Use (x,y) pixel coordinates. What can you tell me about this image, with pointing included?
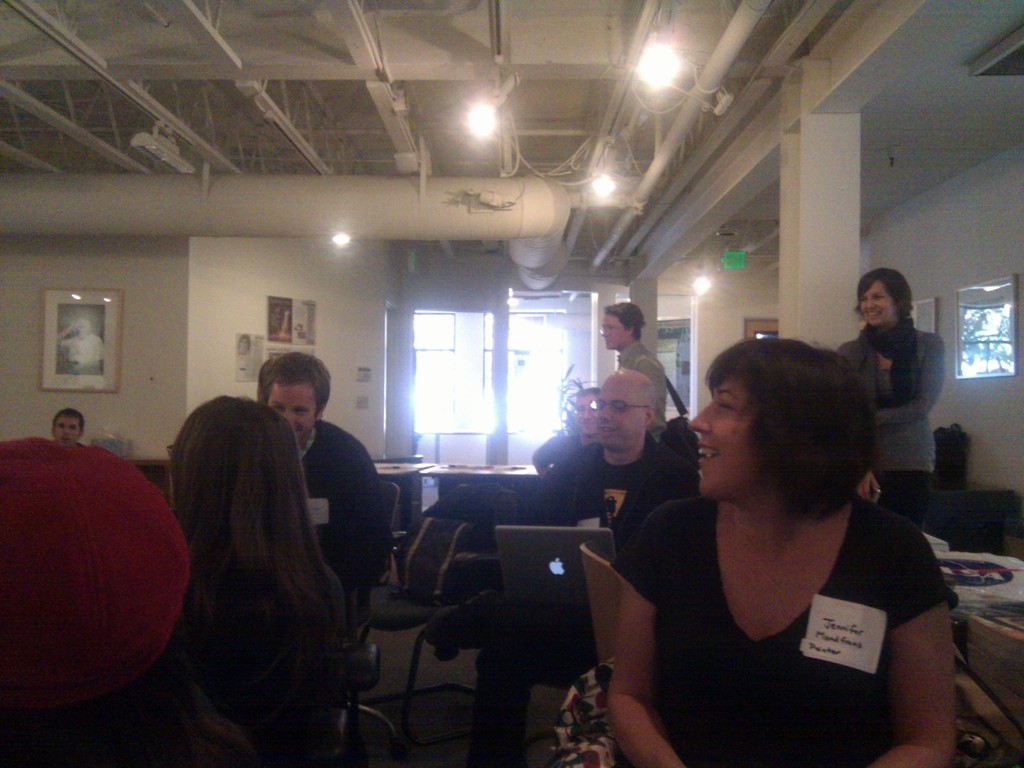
This is a picture clicked in a room (926,287). In the foreground of the picture (576,552) there are people (851,560), chairs (390,490), laptop (512,535) and tables (468,470). In the background (459,314) there are windows (431,328), posters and frames (929,315). At the top (545,113) to the ceiling (545,113) there are lights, iron frames (580,73) and pipes (663,169).
